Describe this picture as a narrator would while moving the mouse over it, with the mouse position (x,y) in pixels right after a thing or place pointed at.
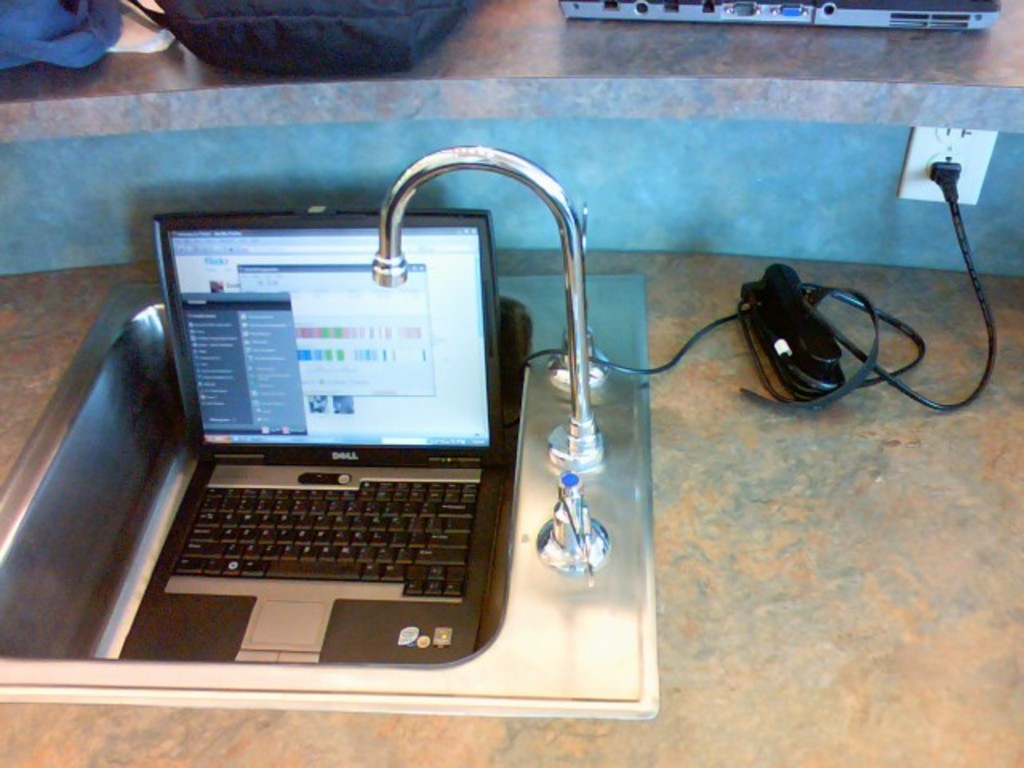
In this image there is a sink (260,692), in that sink (126,416) there is a laptop (380,398) and beside it a charger (609,363) connected to a plug (936,154).
